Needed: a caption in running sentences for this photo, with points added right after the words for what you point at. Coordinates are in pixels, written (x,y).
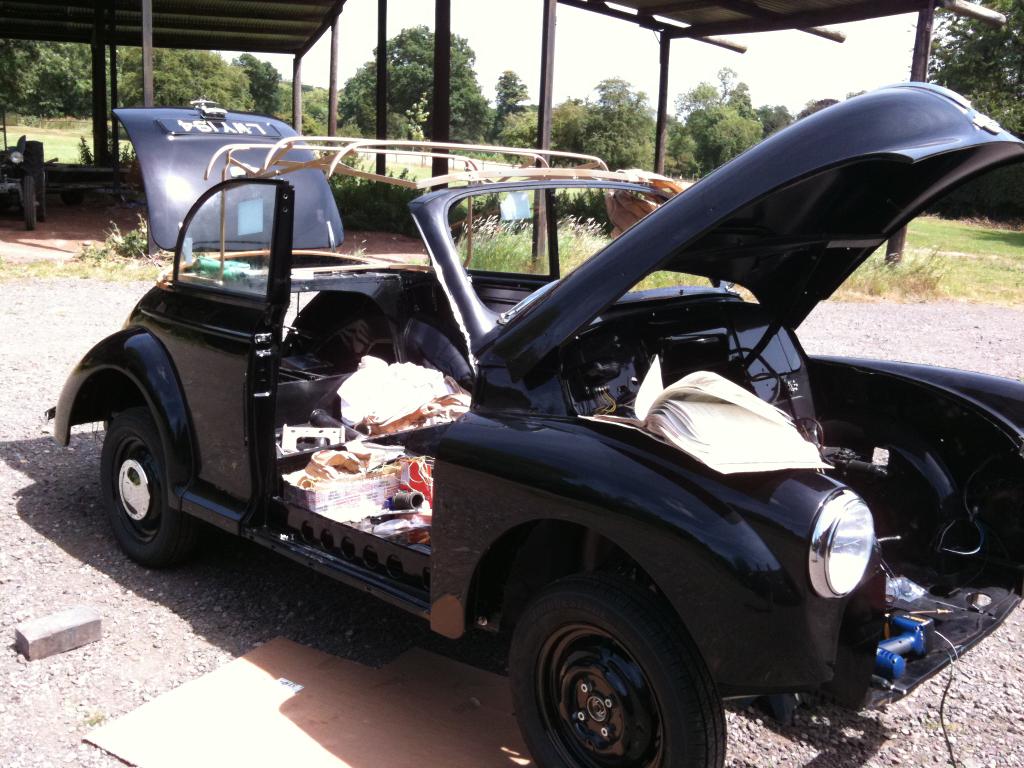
In this image I can see a black colour vehicle (198,507), a book (710,436) and few other stuffs (387,462) over here. In the background (51,77) I can see bushes (991,210), grass (930,243), number of trees (357,108), sheds (735,23) and one more vehicle (5,166) over there.
